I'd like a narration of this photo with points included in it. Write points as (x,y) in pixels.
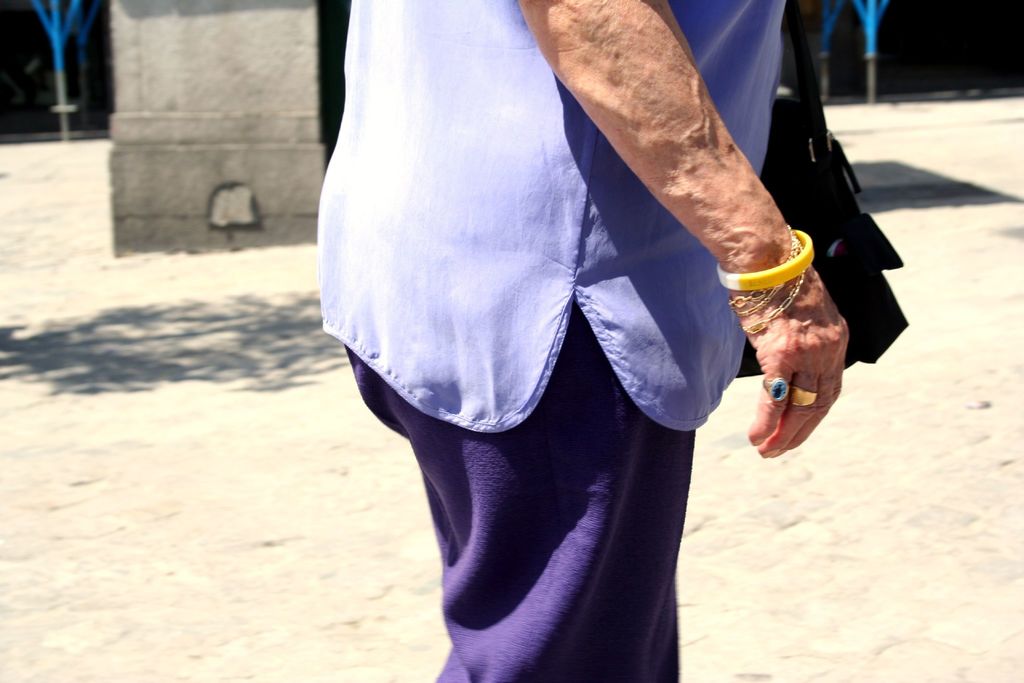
In the picture I can see a person (468,451) wearing a blue color dress (448,221) is wearing bracelets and rings (773,387) to the fingers (814,404) and carrying a bag (794,146). The background of the image is blurred, where we can see the pillar (221,119).
